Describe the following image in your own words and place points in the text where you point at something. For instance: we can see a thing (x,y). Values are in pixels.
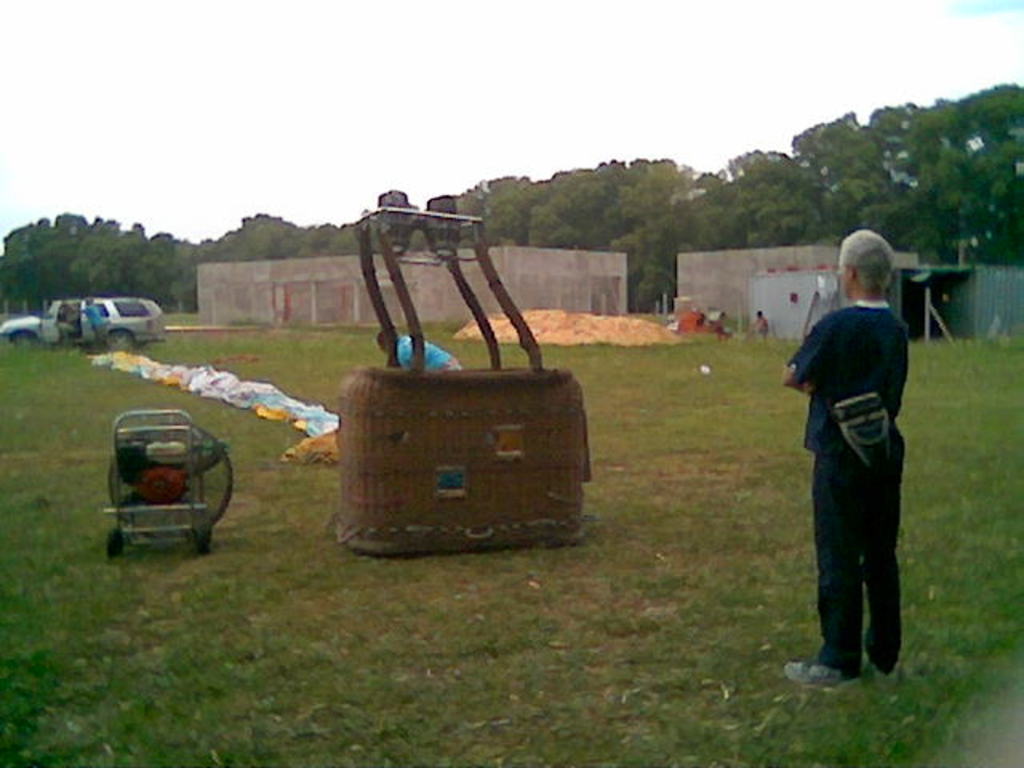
In this picture we can see a person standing on the grass (238,663). There are few objects (516,534) on the grass (491,596). We can see a vehicle (130,314), some people (90,312), houses (530,270) and trees (567,207) in the background (747,157).
